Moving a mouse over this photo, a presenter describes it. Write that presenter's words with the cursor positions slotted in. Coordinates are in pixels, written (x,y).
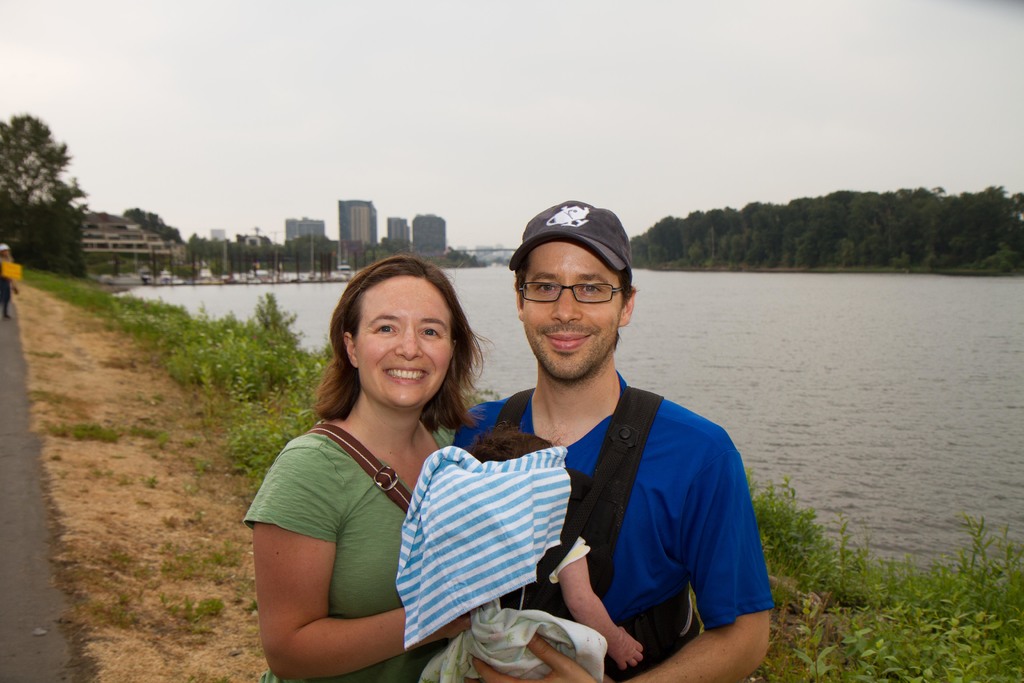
In the picture I can see a person (658,503) wearing blue T-shirt (658,507) is carrying a baby (581,544) and there is a woman (364,508) beside him placed one of her hand (463,625) on the baby (447,610) and there are few plants (767,549) behind them and there is water (748,350), buildings (440,245) and trees (881,221) in the background (861,218).
